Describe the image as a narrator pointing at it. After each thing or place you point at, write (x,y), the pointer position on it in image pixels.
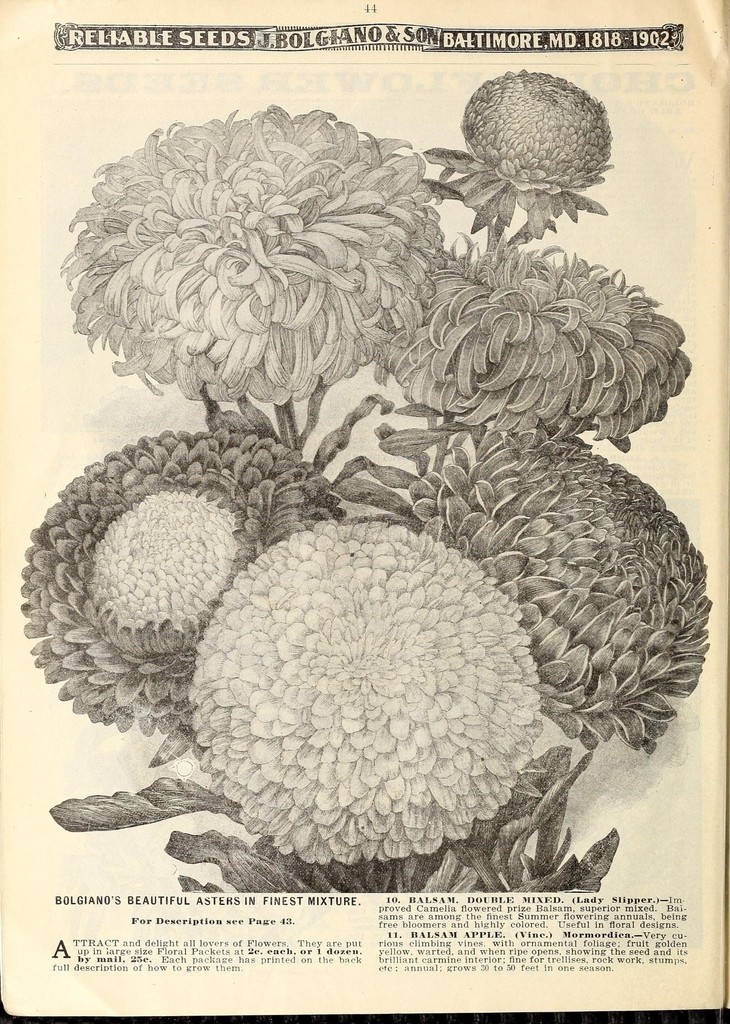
In the picture there is a paper (291,499), on the paper (489,420) there are diagrams (489,420) of flowers (402,843) and there is some text (218,950) present.
